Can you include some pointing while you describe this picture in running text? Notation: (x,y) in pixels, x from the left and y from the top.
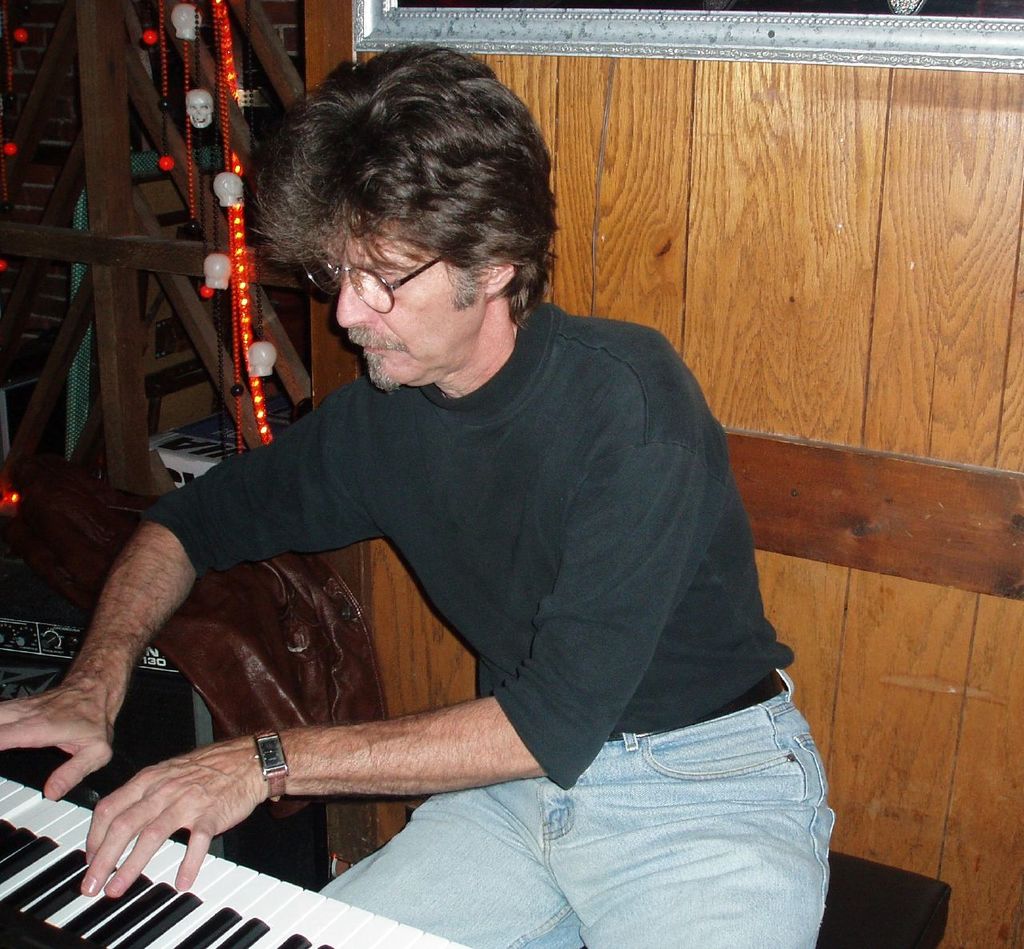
In this image a man (423,516) is sitting on the chair (842,937) and he is playing the music on the keyboard (134,912). He is wearing spectacles (358,277). In the background (749,227) there is a wall (899,316) which is made of wood (833,241) and there are few lights (236,261) with ribbons (185,72).
